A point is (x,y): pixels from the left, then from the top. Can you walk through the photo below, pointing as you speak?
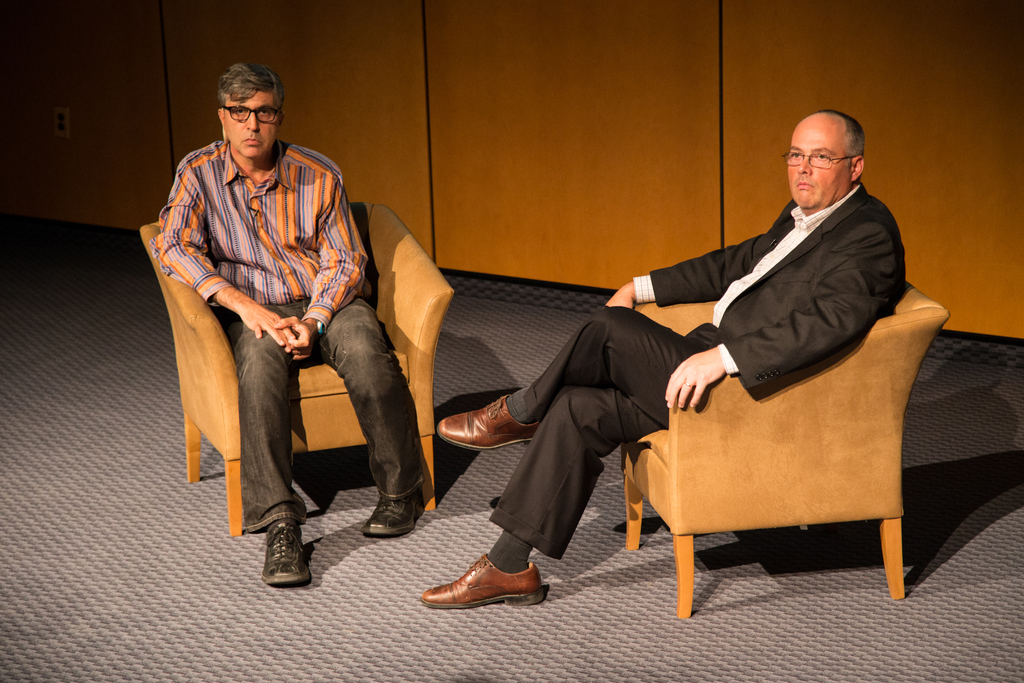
In this picture there are two people (343,266) sitting in a brown chair (727,388) and beneath them there is grey color carpet (114,502), in the background (441,146) there is a brown color wall (381,61).
